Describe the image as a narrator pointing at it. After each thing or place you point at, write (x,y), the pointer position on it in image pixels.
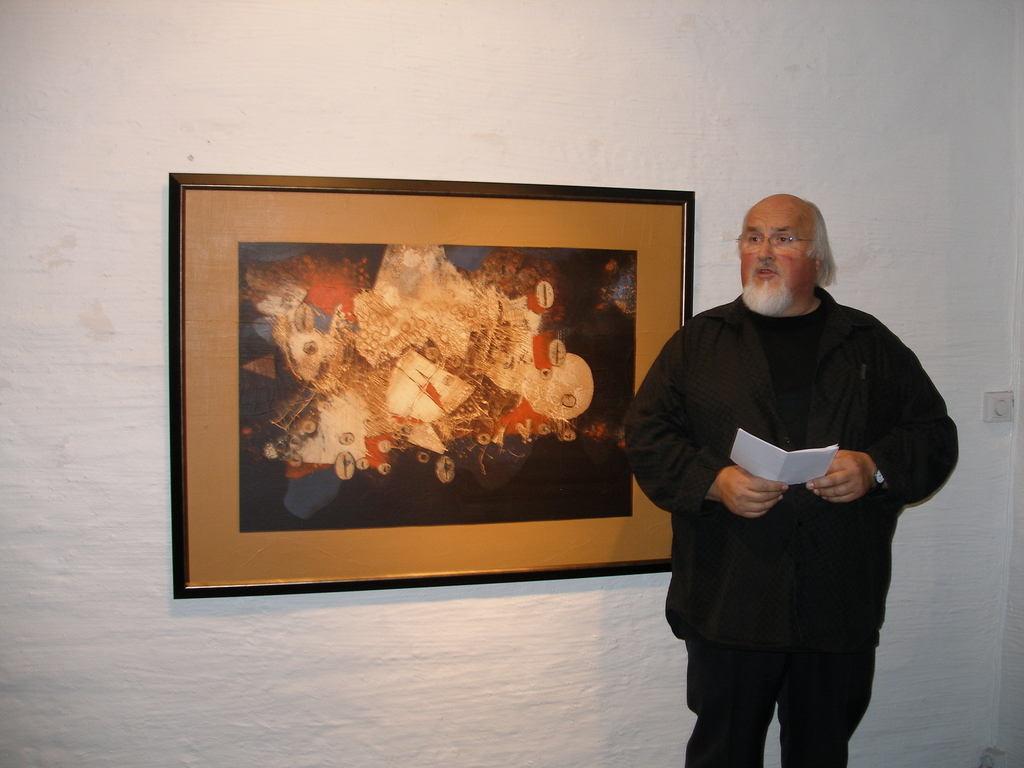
In the picture I can see a man (769,582) is standing and holding a book (788,481) in hands (827,492). In the background (433,526) I can see photo (332,297) attached to a white color wall (772,752). On this photo (524,493) I can see some art design (497,427).
